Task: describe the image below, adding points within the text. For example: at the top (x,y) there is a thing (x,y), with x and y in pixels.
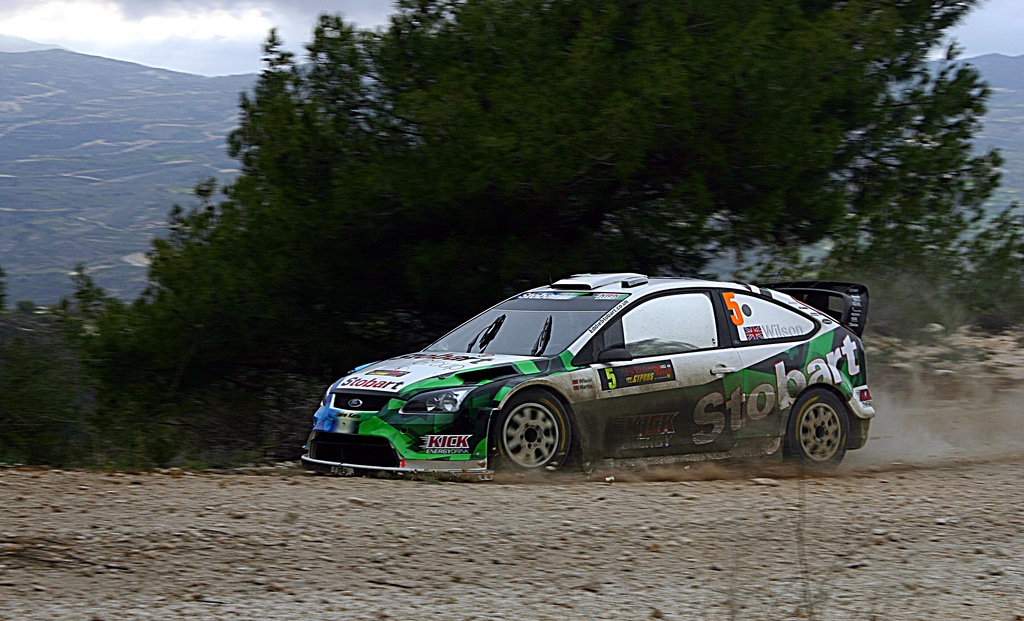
At the bottom of the image (336,495) there is a ground (604,468). On the ground (990,462) there is a car (529,360) with names (590,334) on it. Behind the car (523,381) there are trees (490,128) and also there are hills (999,73). In the background (200,26) there is sky (180,23).
